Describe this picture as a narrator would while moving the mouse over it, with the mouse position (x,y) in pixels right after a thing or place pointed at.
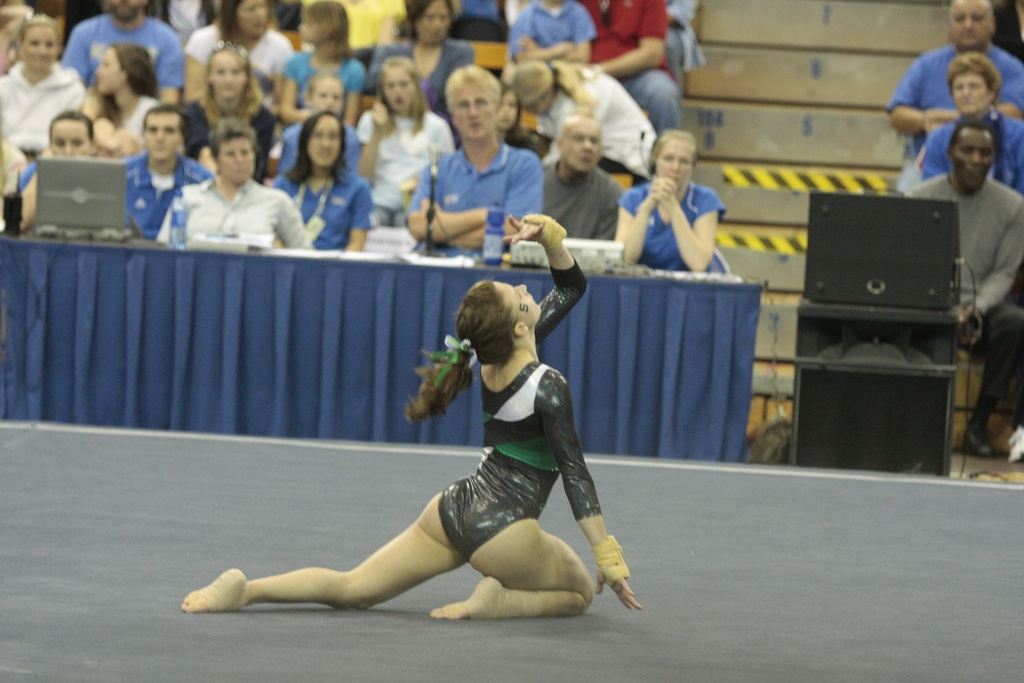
In this image, we can see a woman (466,496) is on the floor (477,625). Background (1010,349) we can see a group of people (87,150) are sitting. Here we can see laptop (97,212), cloth (148,349), bottles (484,254), some objects (607,265), boxes (853,315), wires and wall (793,197).
